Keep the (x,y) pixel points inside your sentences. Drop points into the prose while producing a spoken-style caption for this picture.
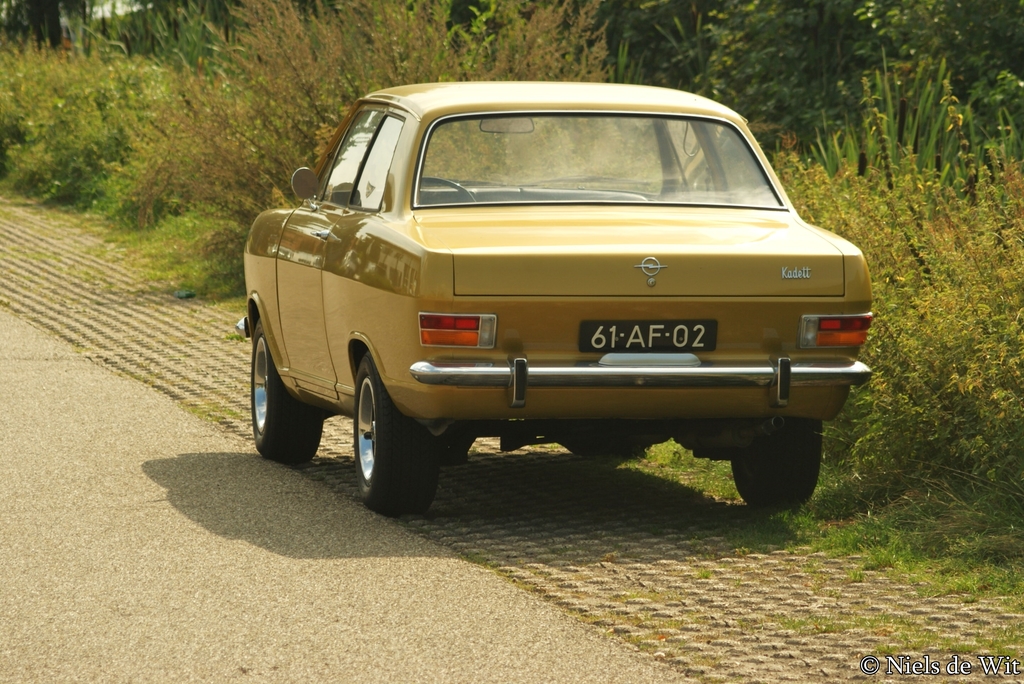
In this picture we can see a vehicle (471,404) on the road (524,485). Behind the vehicle (380,155), there are trees (554,72) and on the image there is a watermark (939,663).
